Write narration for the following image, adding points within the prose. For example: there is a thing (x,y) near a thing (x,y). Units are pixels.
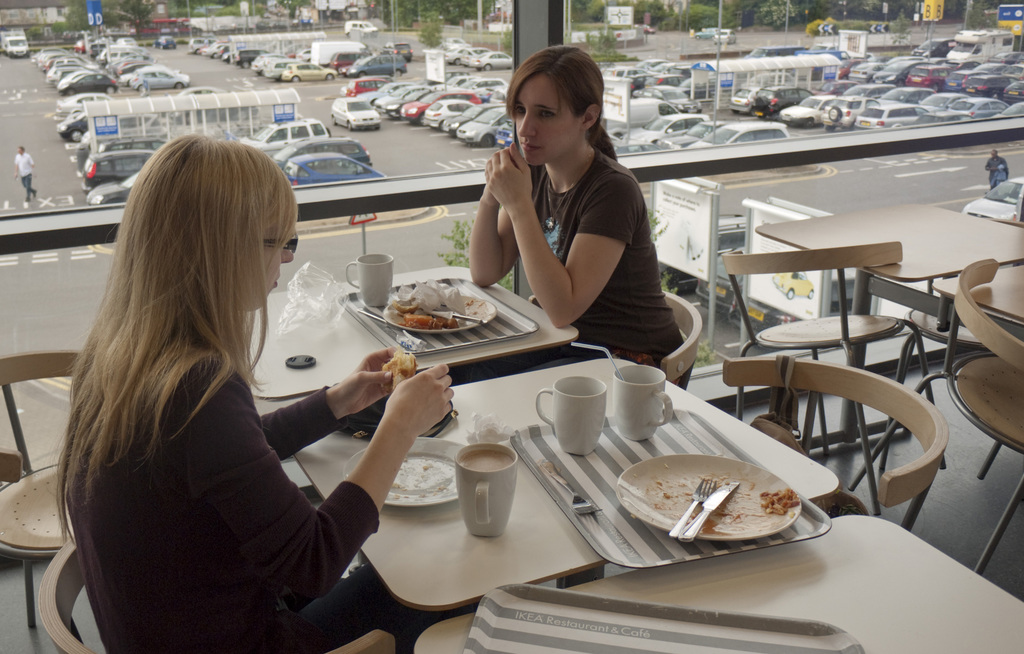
There are two women (439,385) sitting on the chair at the table (519,379) and having their food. There are cups (579,428), spoon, fork (681,527), knife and plate (661,521) on the table (511,417). In the background (100,130) we can see vehicle (283,145) parking on the road (59,149) and few people (21,160), hoardings (96,20) and trees (592,15).
